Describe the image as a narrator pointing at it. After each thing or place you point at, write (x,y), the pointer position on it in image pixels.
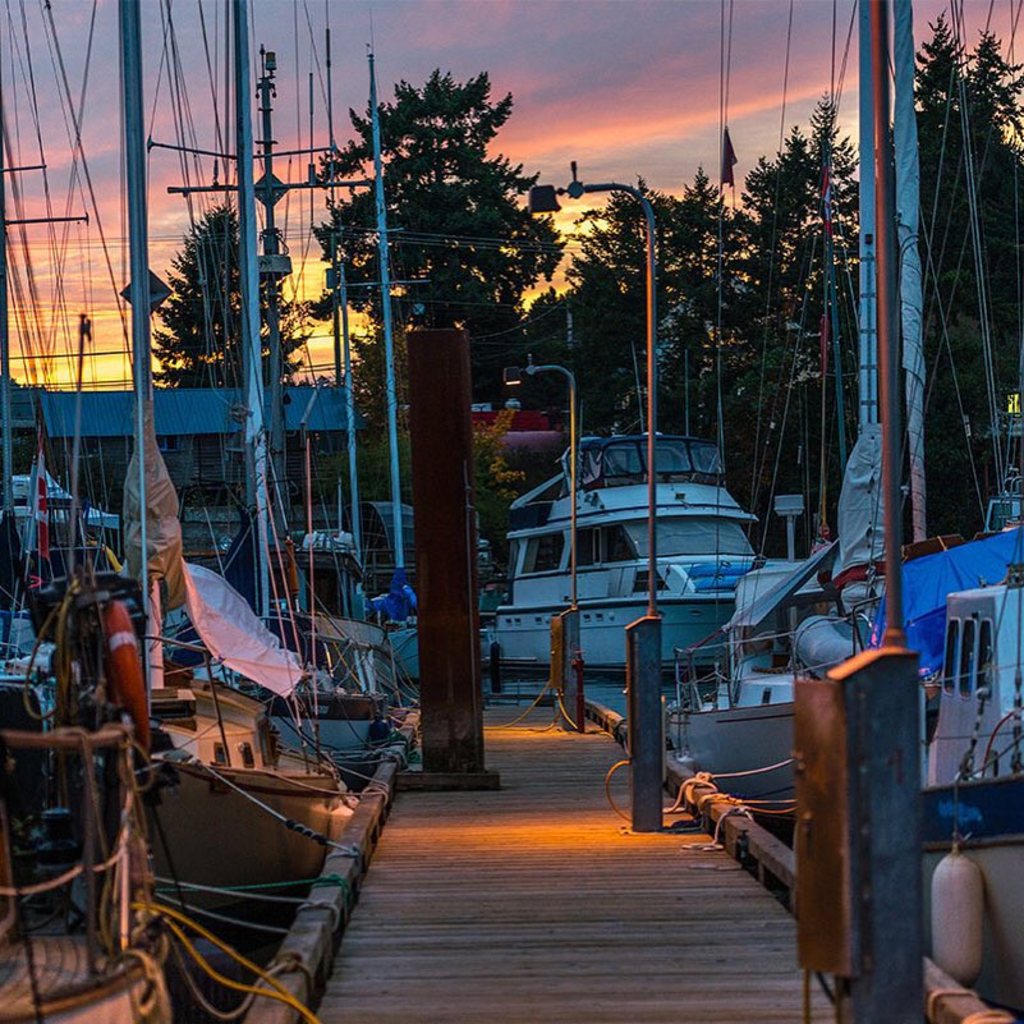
In this picture we can see some boats (248,768), in the background (220,449) there is a house (284,429) and trees (610,307), we can see the sky (521,96) at the top of the picture (546,50).
